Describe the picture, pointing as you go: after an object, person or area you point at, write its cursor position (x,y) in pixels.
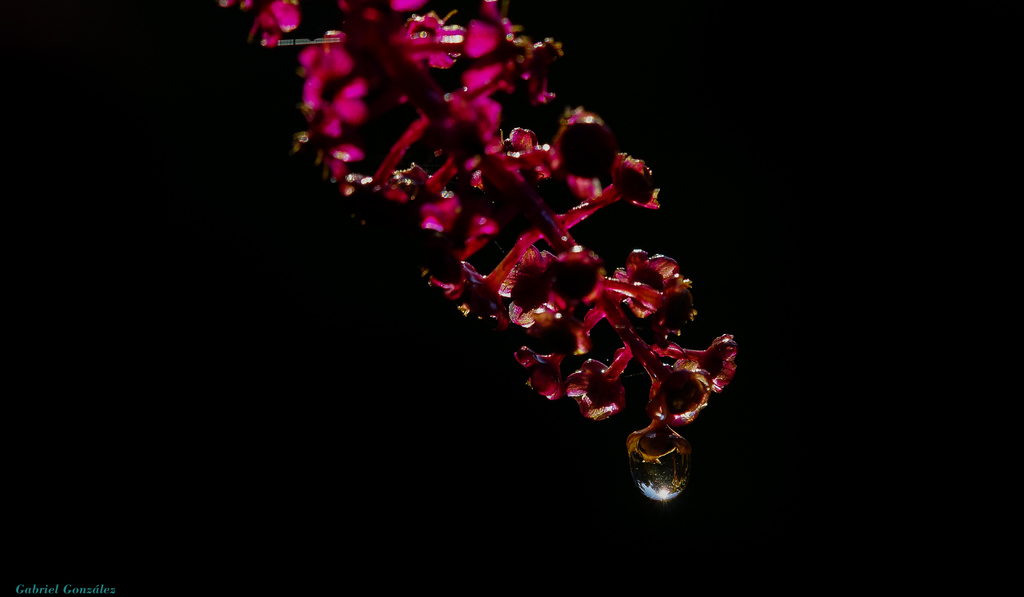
In this image we can see a plant (466,106) and in the background (548,188) the image is dark.
